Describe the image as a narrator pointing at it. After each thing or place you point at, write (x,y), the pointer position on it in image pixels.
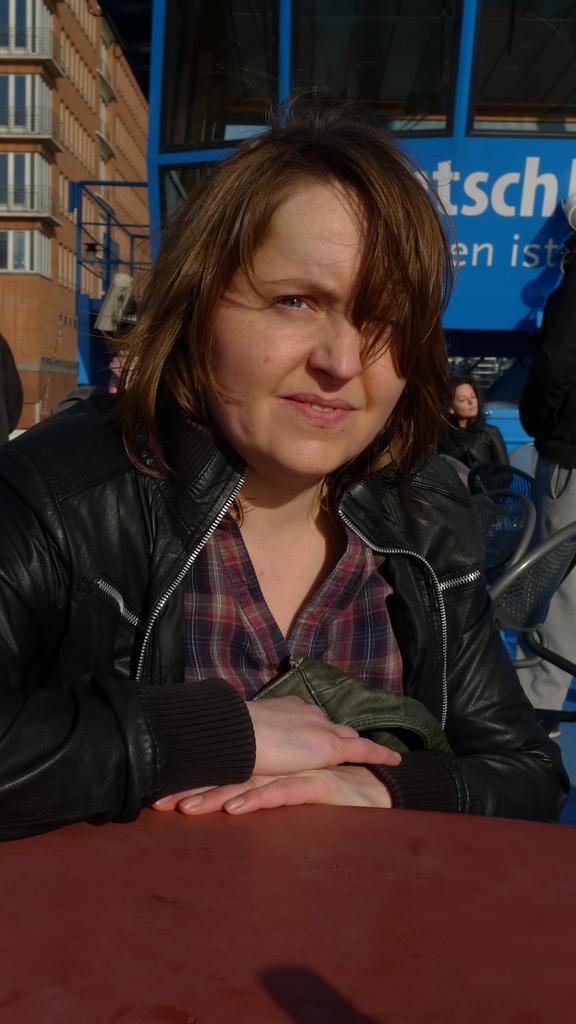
The picture is taken outside a city. In the picture it is sunny. In the foreground of the picture (323,562) there is a woman (208,654) sitting in front of the table (275,886). In the background (508,605) there are chairs (546,587) and people (453,421) seated. At the top (142,68) there are buildings (193,112) and windows (331,40).
